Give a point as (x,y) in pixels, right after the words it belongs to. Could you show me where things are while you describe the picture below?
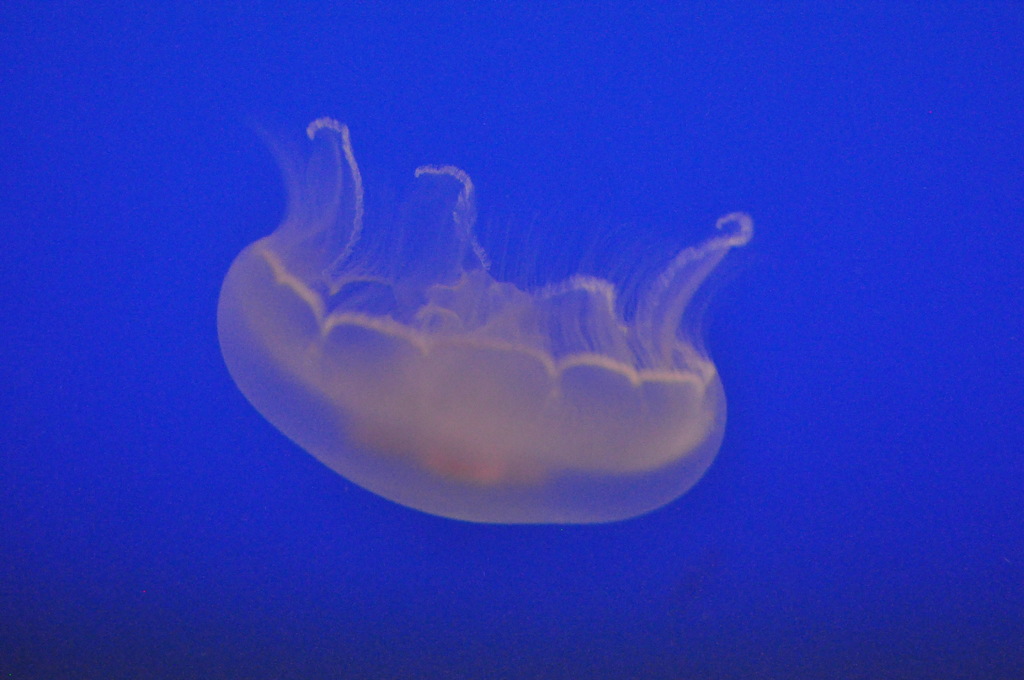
Here we can see a jellyfish (396,396). In the background (53,284) the image is in blue color.
